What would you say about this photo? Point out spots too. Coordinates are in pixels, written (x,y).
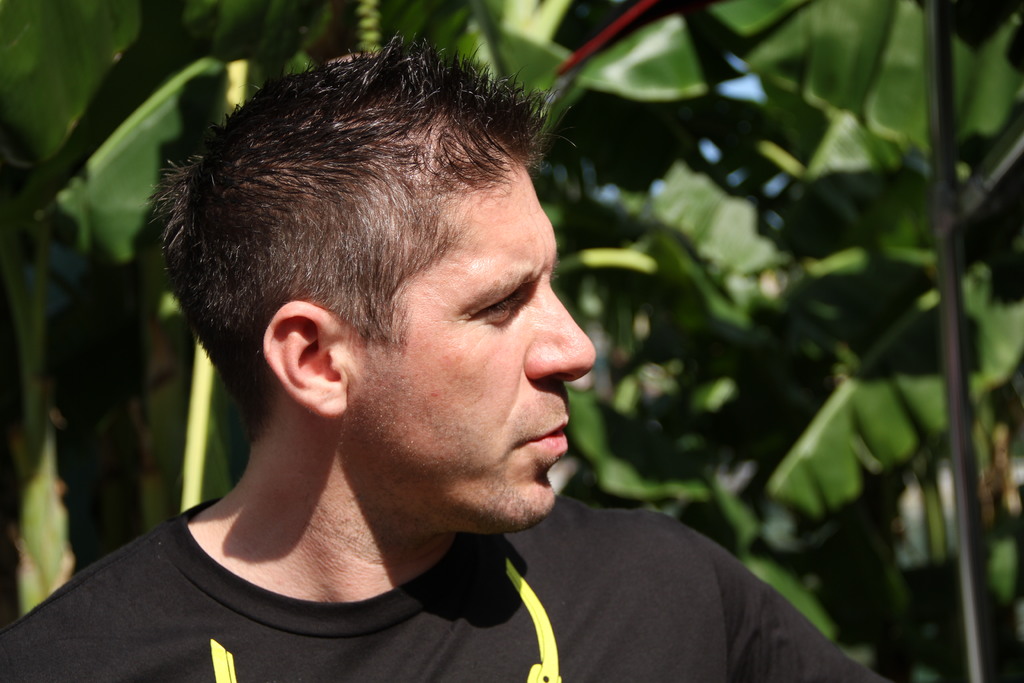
In this image I can see the person (314,540) and the person (336,609) is wearing black color dress (497,658). In the background (482,37) I can see few trees (593,389) in green color and the sky (756,91) is in blue color.
